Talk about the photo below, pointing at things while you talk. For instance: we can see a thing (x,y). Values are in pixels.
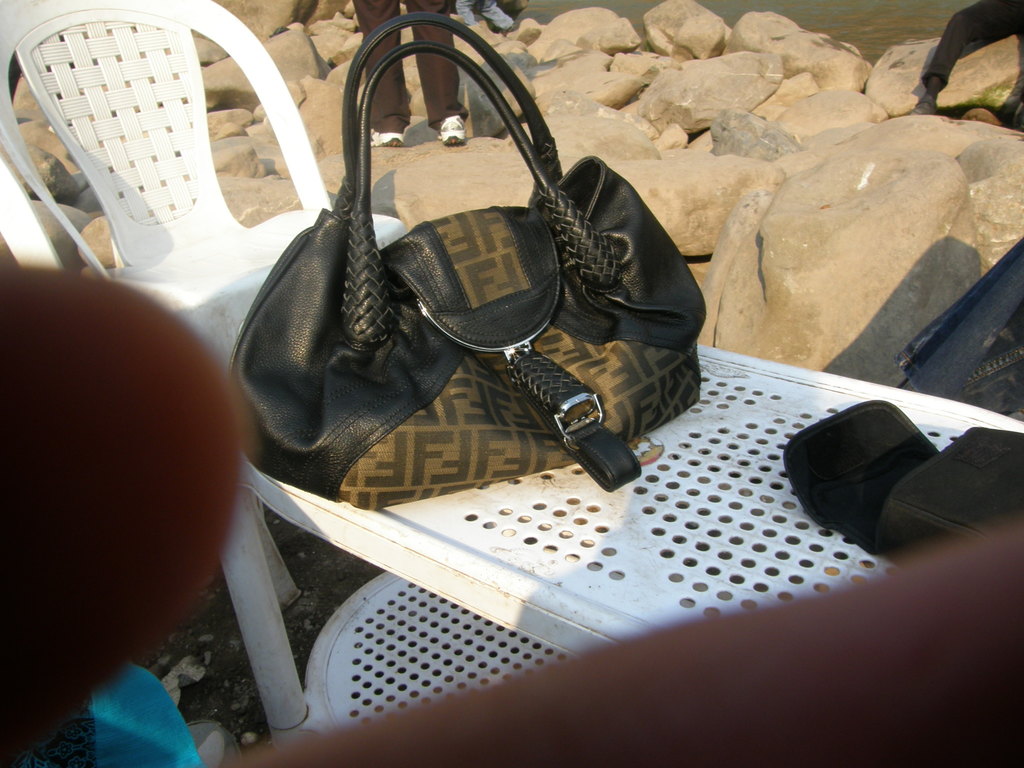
This image consist of a table (653,580) on which bag (432,309) is kept. To the left (158,185), there is a chair (122,154). In the background (354,51), there are rocks (428,127). In the middle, there is a man (395,82) standing.
